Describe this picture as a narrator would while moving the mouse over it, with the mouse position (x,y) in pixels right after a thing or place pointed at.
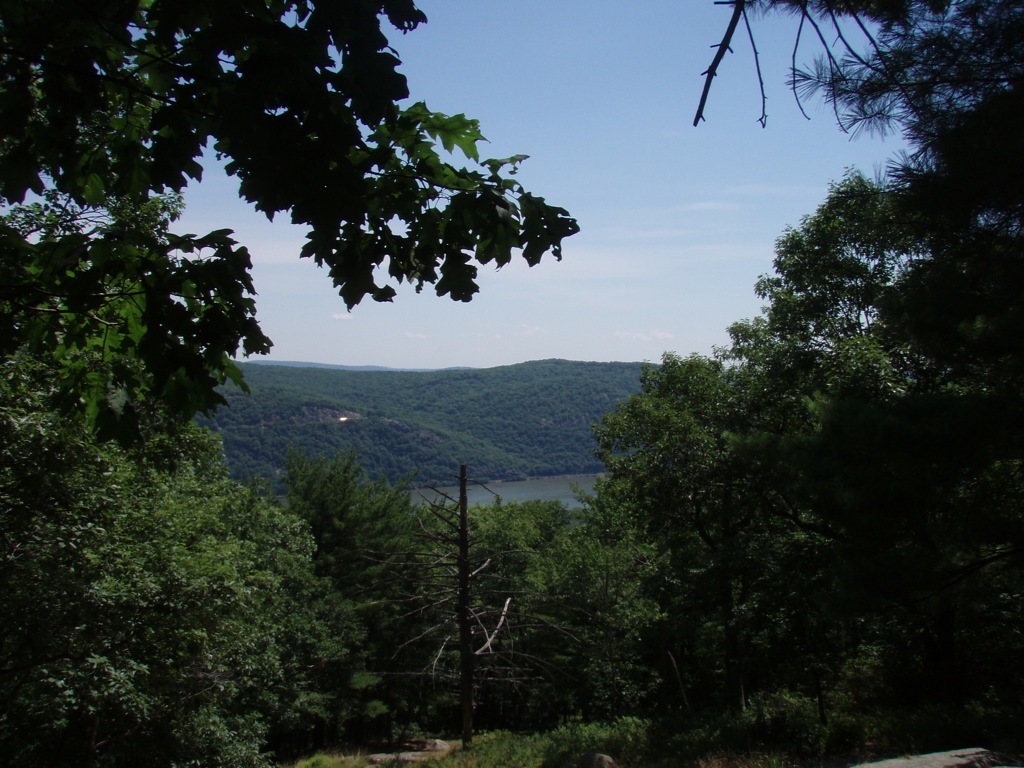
In this picture we can see trees (457,620) and we can see sky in the background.
